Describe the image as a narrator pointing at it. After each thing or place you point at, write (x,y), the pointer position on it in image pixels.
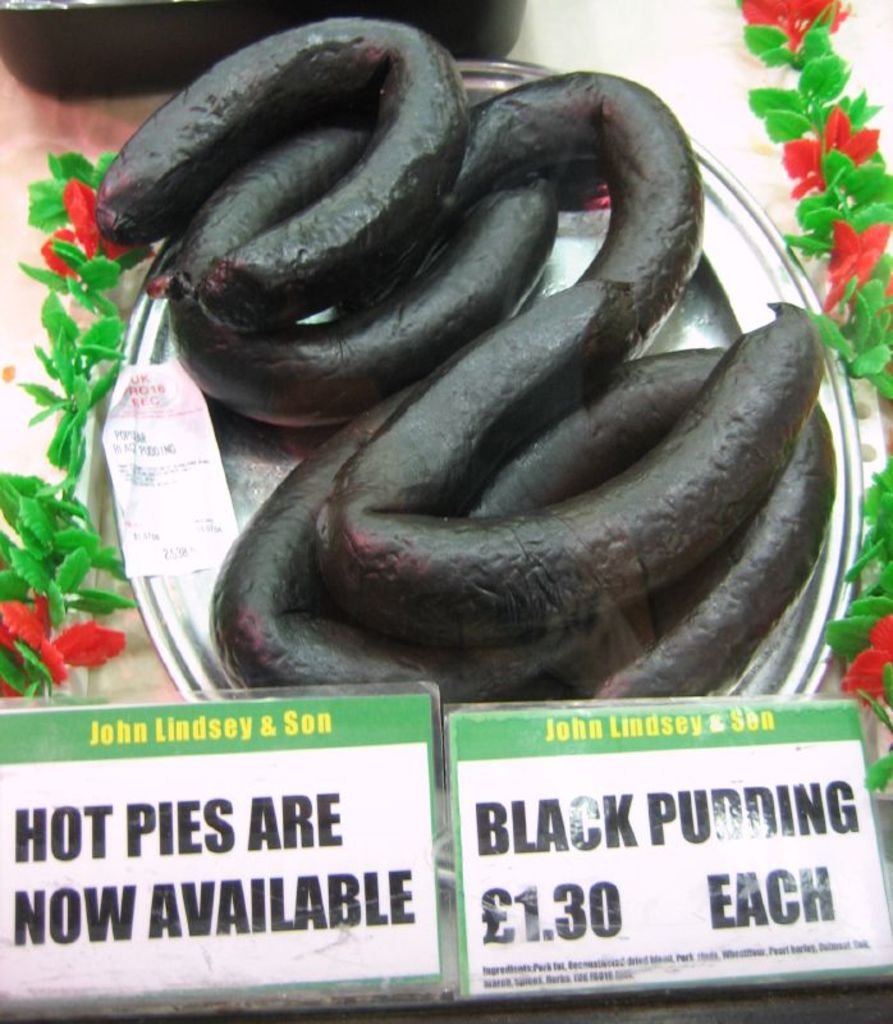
In the picture we can see a plate (188,626) with black color puddings (546,565) and near it, we can see a price board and besides the plate (203,641) we can see artificial plant (57,192) and flower decoration (74,354).
